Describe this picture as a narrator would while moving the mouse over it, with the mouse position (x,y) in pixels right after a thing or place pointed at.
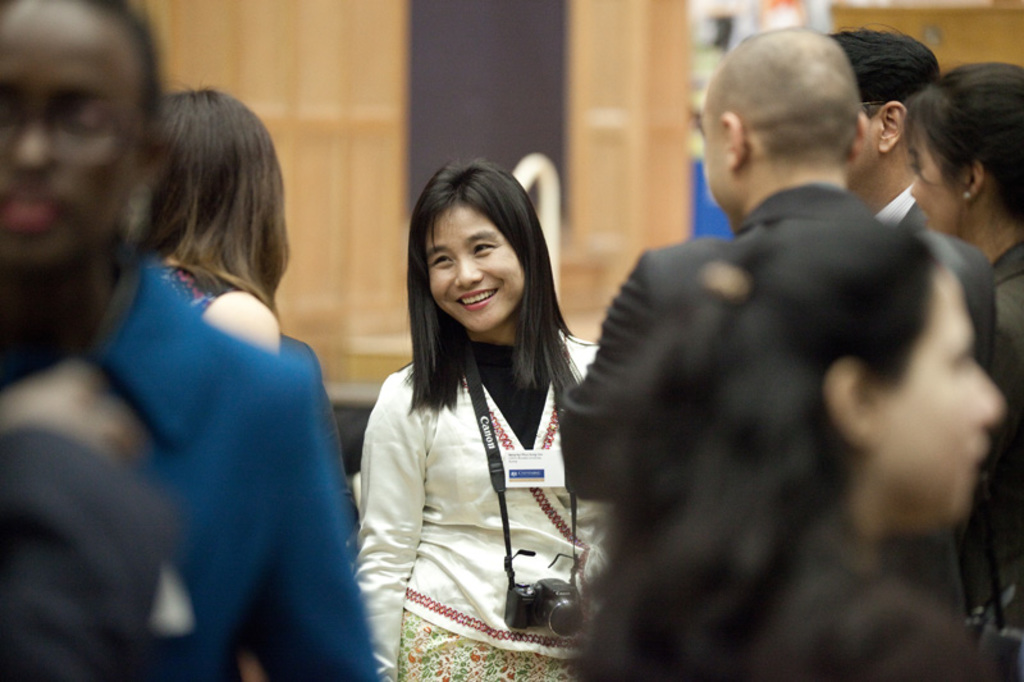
In this picture there are people (96,93), among them there is a woman (414,440) standing and smiling and carrying a camera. In the background of the image (578,114) it is not clear.
